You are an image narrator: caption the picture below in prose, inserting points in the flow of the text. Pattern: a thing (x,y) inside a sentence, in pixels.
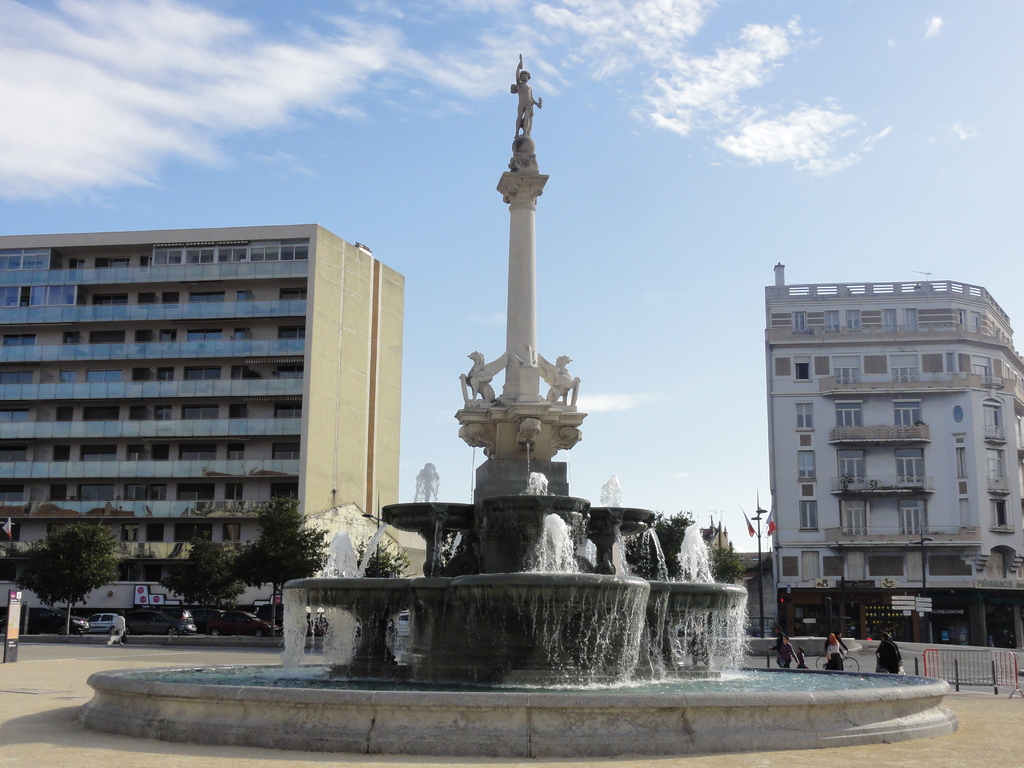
In this image in the middle (573,375), there is a water fountain (479,570) and pillar (531,240) on that there are statues (525,113). In the background (863,636) there are some people (836,652), buildings (833,614), vehicles (73,617), sky (653,350) and clouds (90,71).
